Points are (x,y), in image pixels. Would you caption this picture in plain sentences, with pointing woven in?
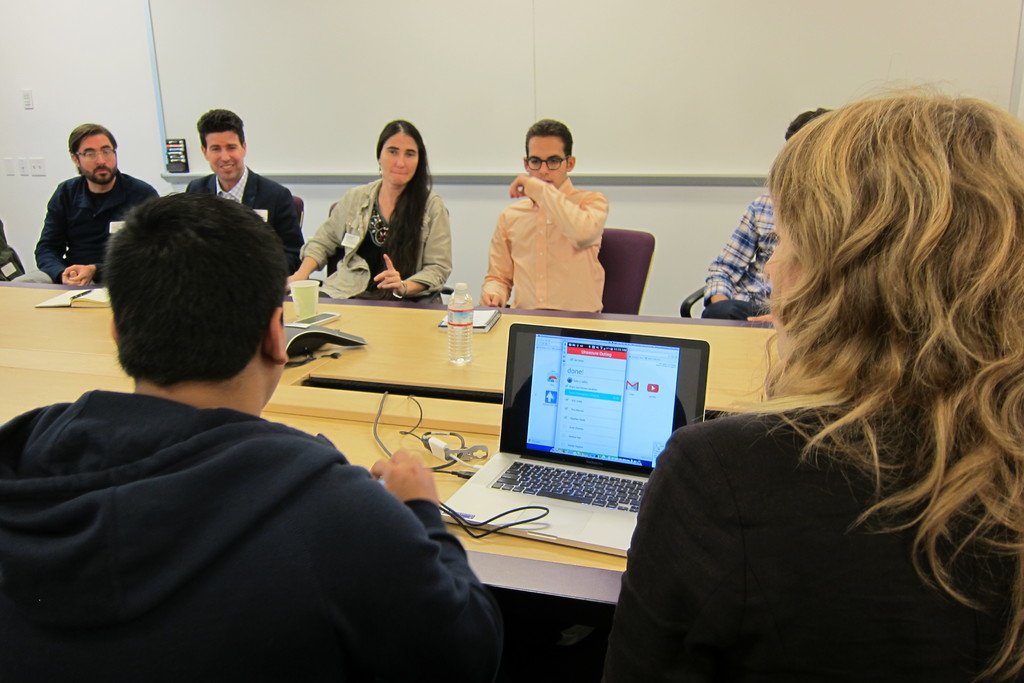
In this image in front (400,636) there are people (979,506) sitting on the chairs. In front of them there is a table (420,343) and on top of the table (393,340) there is a laptop (520,347), water bottle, cup (310,294), books (77,299), pen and a few other objects (357,339). Behind them there is a board (368,148). On the backside of the image (73,88) there is a wall (41,126) with the switch boards (19,174) on it.
